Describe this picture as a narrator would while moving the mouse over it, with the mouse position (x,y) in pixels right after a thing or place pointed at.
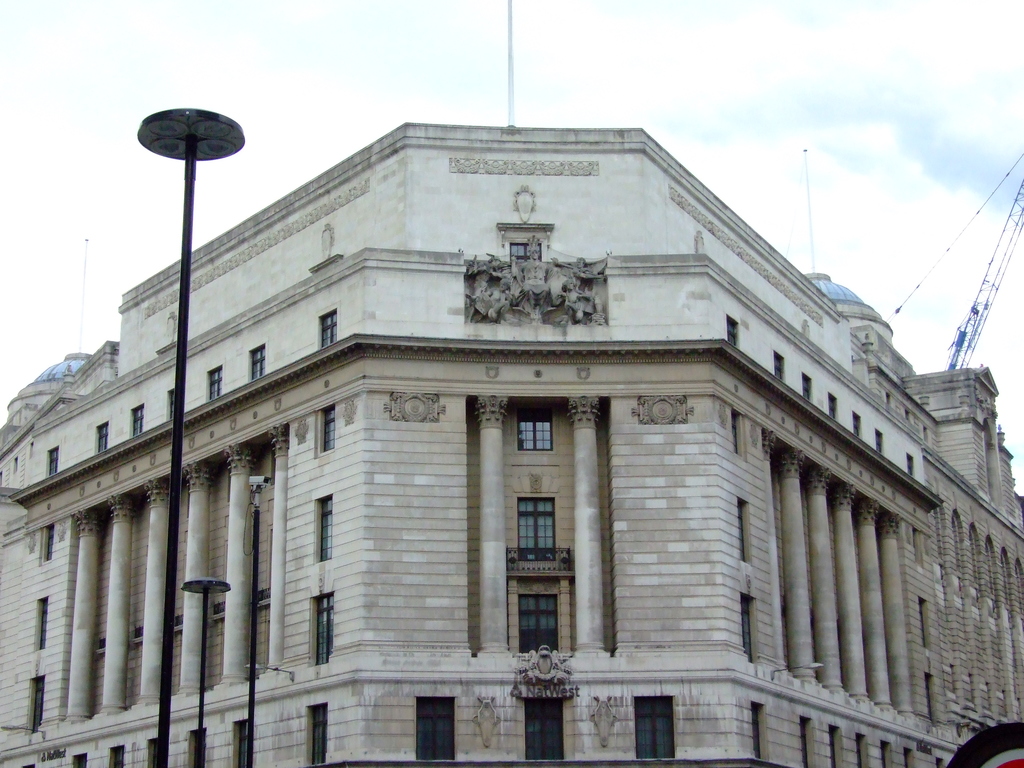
In this picture we can see a building (367,523) with windows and pillars (780,545). In front of the building (231,578), there are poles (254,685). On the right side of the image (1000,251), it looks like a crane (1011,235). At the top of the image (540,118), there is the sky (496,61).
